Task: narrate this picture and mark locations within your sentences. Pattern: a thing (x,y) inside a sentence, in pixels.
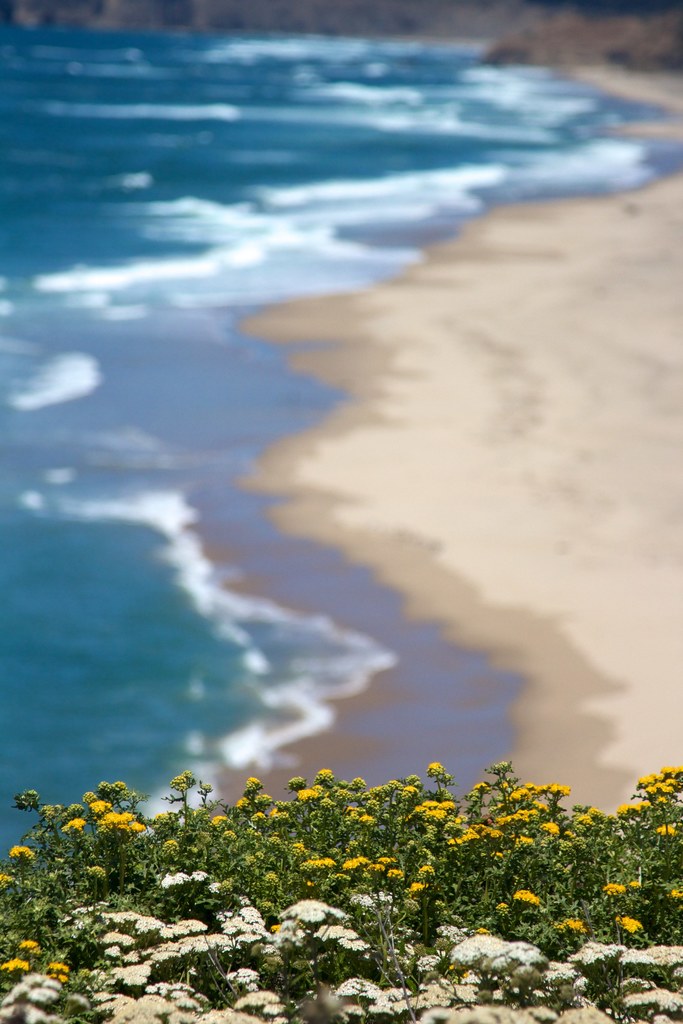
In this image we can see a group of plants (400,822) with flowers (392,784). We can also see the sea shore (335,748) with a water body (224,591).
